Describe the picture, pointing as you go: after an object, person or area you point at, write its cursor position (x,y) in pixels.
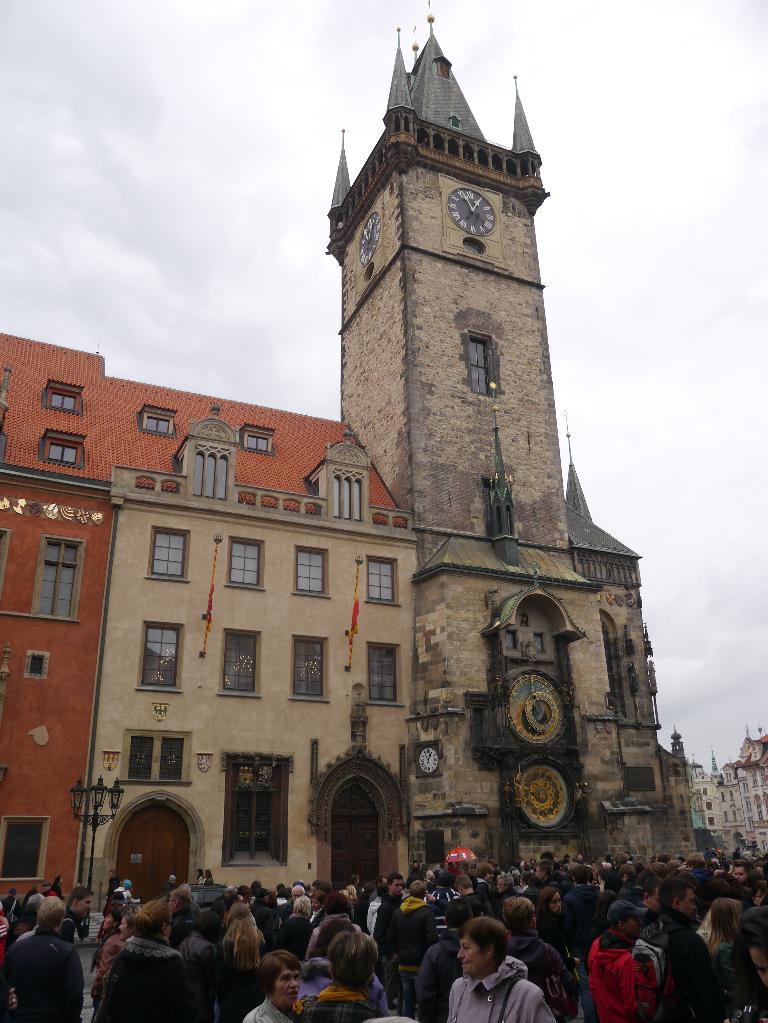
In this image, we can see persons (467,937) wearing clothes (303,950). There is a building (338,605) in the middle of the image (291,483). There is a sky (572,77) at the top of the image (425,29).
